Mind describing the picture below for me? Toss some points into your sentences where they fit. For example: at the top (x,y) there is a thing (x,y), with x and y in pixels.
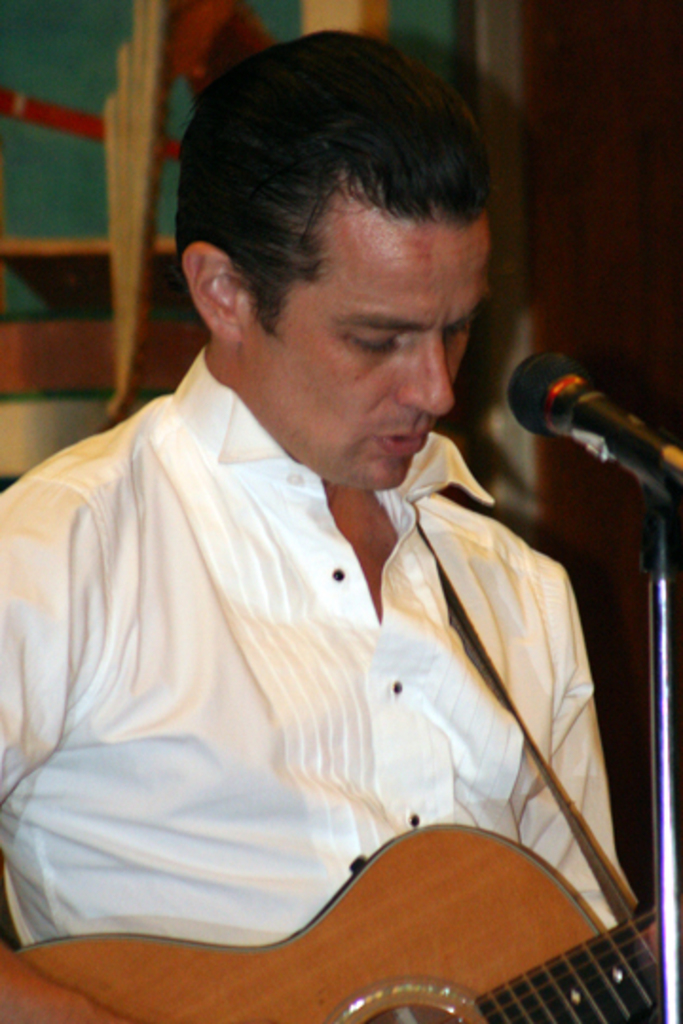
This picture shows a man (317,505) playing a guitar (325,999) in his hands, in front of a mic (607,458).
